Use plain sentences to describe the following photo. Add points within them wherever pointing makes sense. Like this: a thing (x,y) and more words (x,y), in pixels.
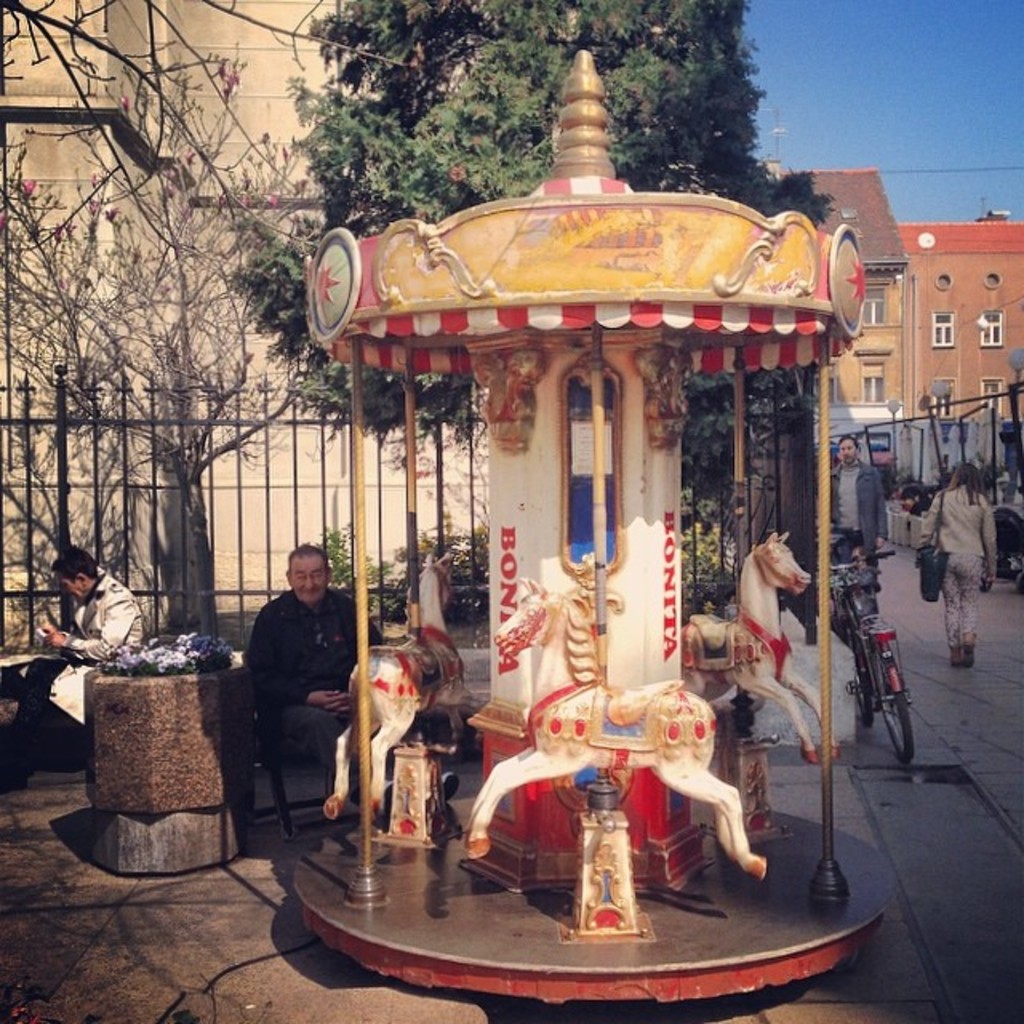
In this image we can see an amusement ride (613,636) and two persons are sitting, plant (171,655) with flowers (176,641) on a platform (197,747). In the background (759,431) there are few persons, bicycle (860,683), fence (283,459), trees (185,382), buildings (921,382), poles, roofs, windows (990,381), light poles (894,427) and sky (948,13).
